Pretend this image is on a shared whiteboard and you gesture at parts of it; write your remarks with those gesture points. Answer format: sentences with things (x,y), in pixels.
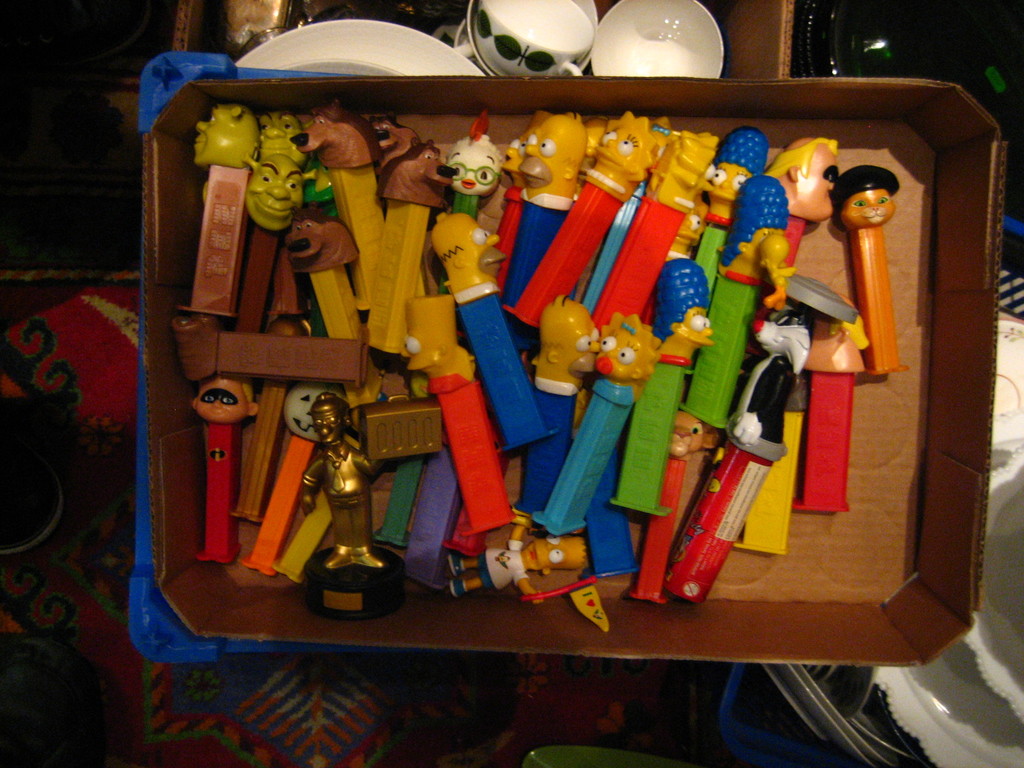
In the picture we can see a cardboard box (973,441) in it, we can see some toys (536,209) and beside the box (760,641) we can see some cups (662,31) and saucers (450,63) which are white in color and we can also see some plates (961,664) and bowls (663,45).
